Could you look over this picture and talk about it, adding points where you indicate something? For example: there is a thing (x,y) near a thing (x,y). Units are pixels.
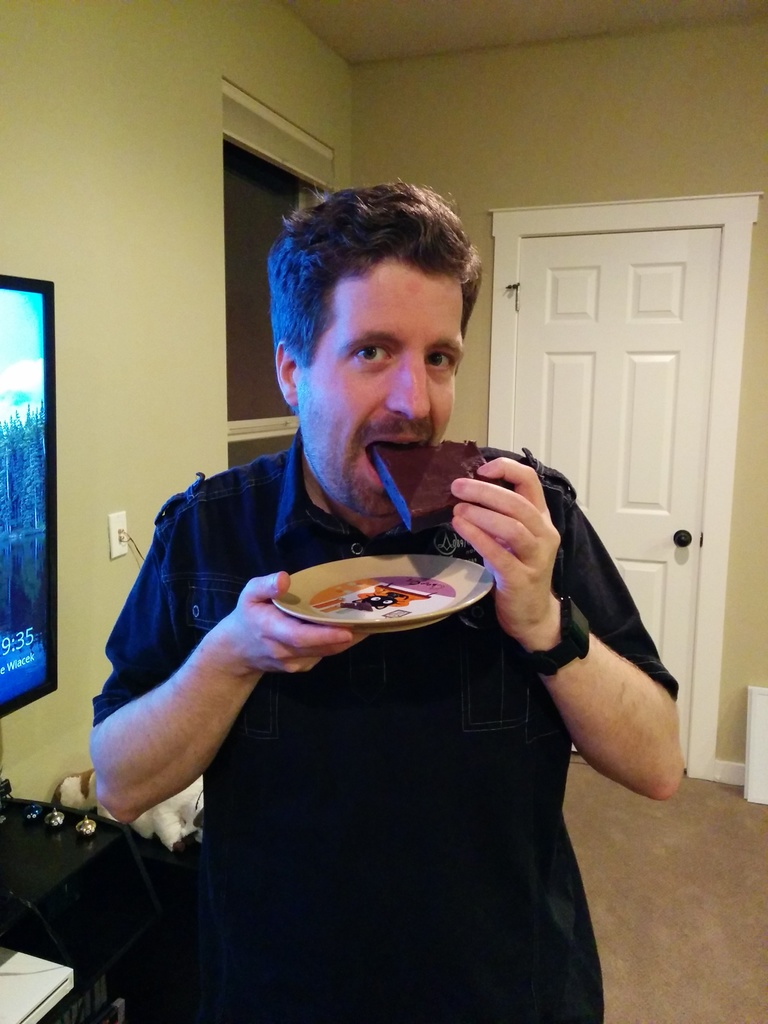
In this image I see a man (231,1020) who is wearing black dress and I see that he is holding a plate (293,583) in one hand (313,647) and brown color in other hand (550,573). In the background (55,708) I see the wall (470,223) and I see a screen (56,487) over here and I see the white door (520,313) and I see the floor (606,804).
